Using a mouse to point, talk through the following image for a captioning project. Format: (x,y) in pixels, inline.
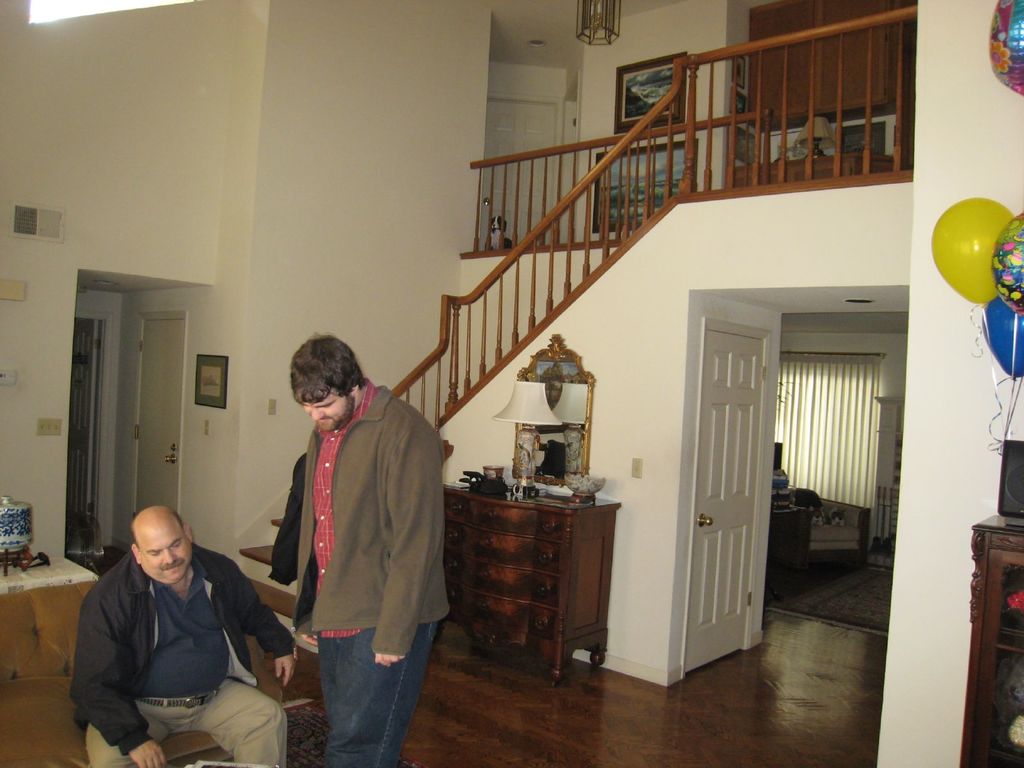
This is an inside view of a building (275,481) and here we can see a person (108,687) sitting on the sofa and a person (304,562) standing. In the background (803,470), there are stands (994,586), stairs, a light (535,401), mirror (574,434) and we can see some objects (513,498) on the stand (514,593), a door (698,569), sofa (842,541), some other objects (779,501) and we can see a curtain (834,399) and there are frames (637,91) on the wall (592,86) and there are boards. At the bottom (489,693), there is floor (621,719).
